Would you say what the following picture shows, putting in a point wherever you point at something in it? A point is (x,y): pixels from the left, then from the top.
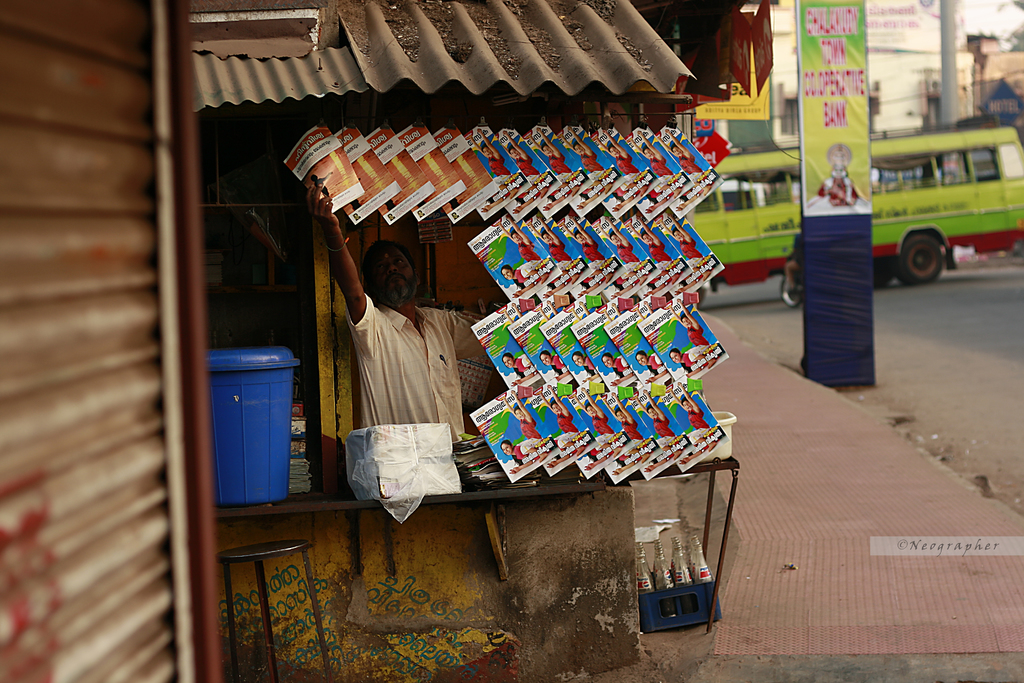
In this picture there is a man (366,383) who is wearing white shirt (452,405). He is standing inside this steel box (433,268) and he is holding a book (337,202). On the shop (490,430) we can see many books (523,365), papers (468,469), carton box (387,452) and blue bucket (269,449). At the bottom (669,569) we can see cool drink bottles (677,551). On the right (895,153) there is a bus (1007,144) on the road (920,297), beside that we can see a man (798,260) who is riding a bike (792,291). On the top right (924,97) we can see pole (948,10), building (915,70), trees (1021,3) and sky (986,1). Beside the road (989,329) we can see a banner (842,108). On the left (4,150) this is a shutter (56,290). On the bottom right (1001,546) there is a watermark (911,552).
